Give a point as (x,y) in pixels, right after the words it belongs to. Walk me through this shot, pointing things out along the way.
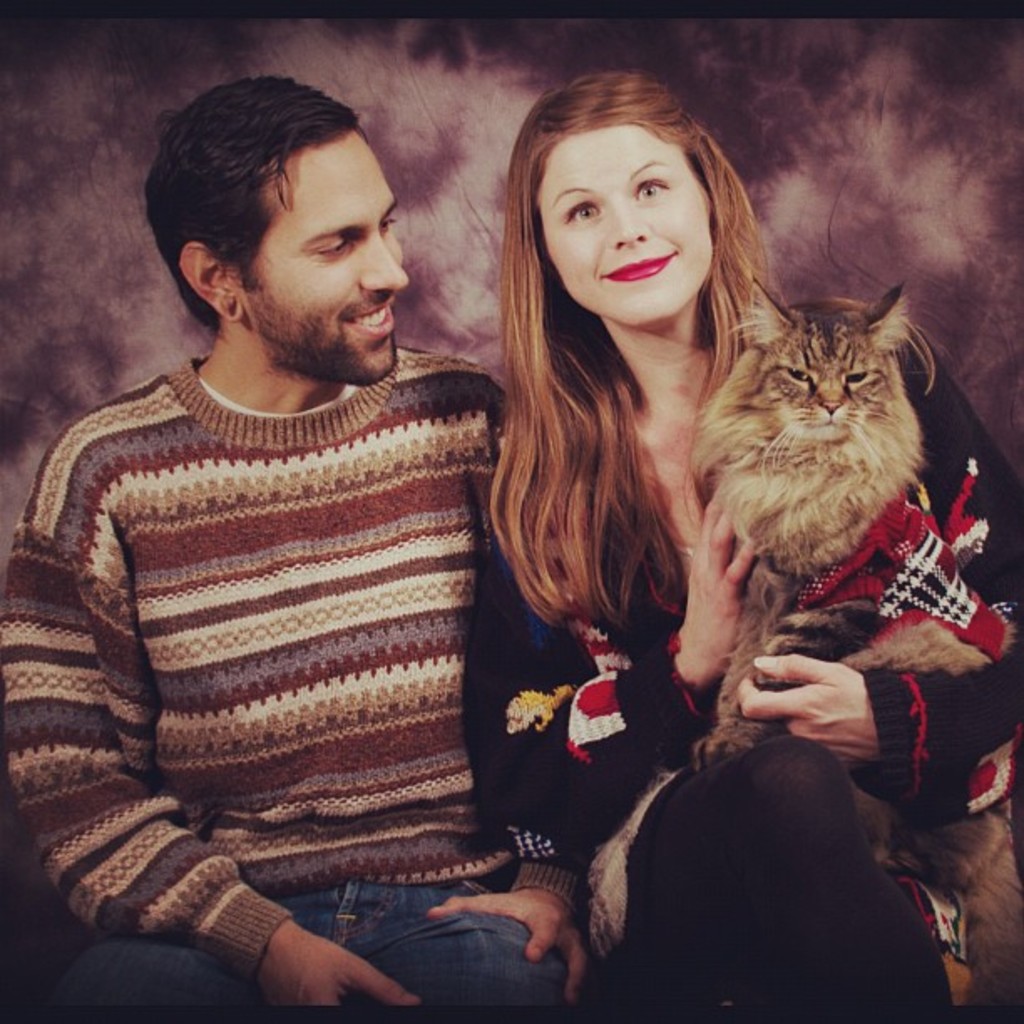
In this picture a man (256,608) is sitting wearing sweater (261,642), beside him another woman (588,759) is sitting and holding a cat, she is in black sweater (530,757).
